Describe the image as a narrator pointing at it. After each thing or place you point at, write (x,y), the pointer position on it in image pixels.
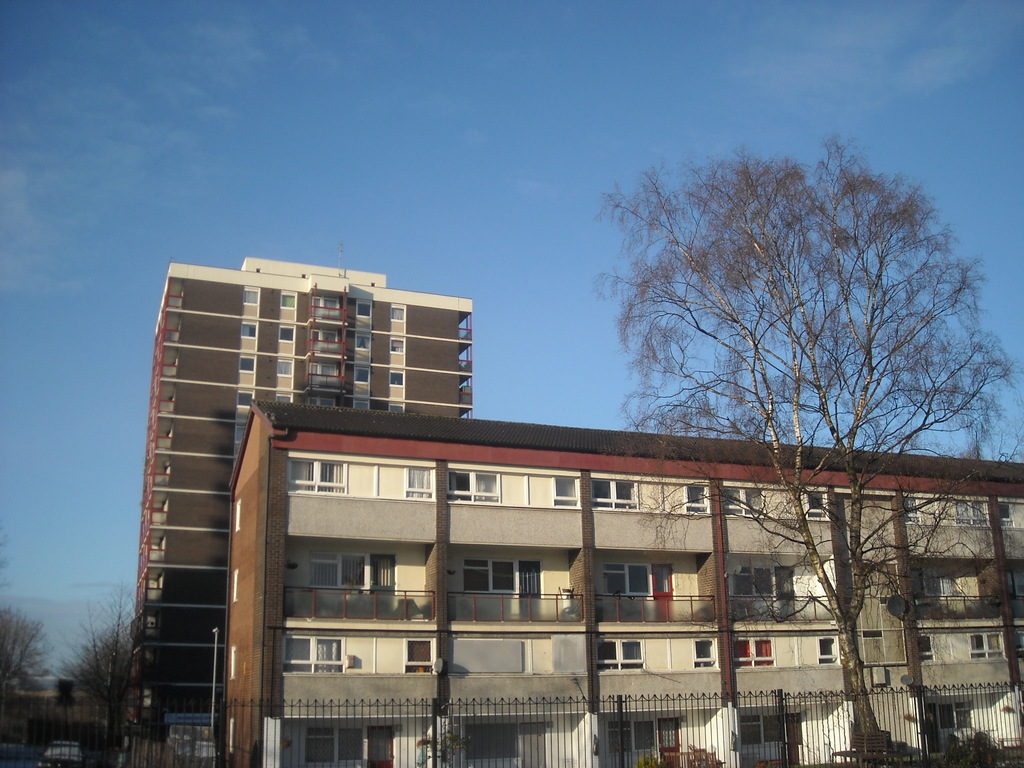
This image consists of buildings (483,579). On the left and right, we can see the trees (727,494). At the top (264,103), there is a sky (281,126) in blue color.
